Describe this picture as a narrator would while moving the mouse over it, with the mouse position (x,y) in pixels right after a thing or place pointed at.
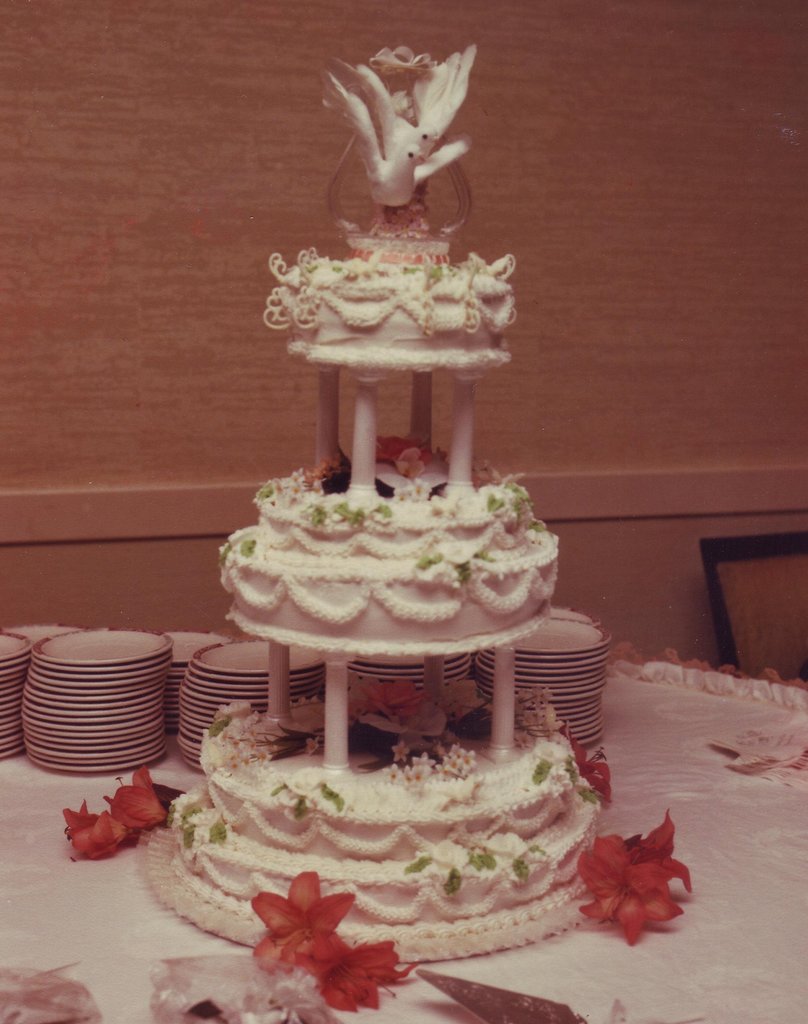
An indoor picture. The cake (422,812) is highlighted in this picture. The cake (444,307) is kept on a table (731,940). The flowers (630,868) are around this cake (323,804). Backside of this cake (463,786) there are plates (66,692). This is a chair (758,616). Above this cake (436,309) there is a bird (411,181).
